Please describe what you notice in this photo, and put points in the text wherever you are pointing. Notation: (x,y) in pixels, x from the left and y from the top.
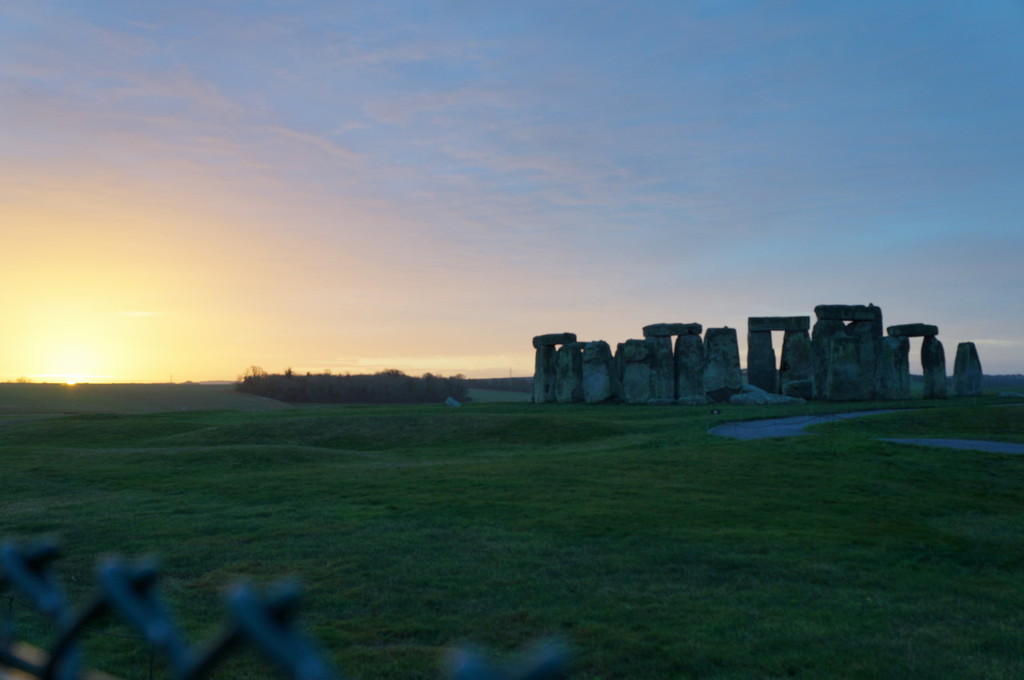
This picture is taken from outside of the city. In this image, in the left corner (123,612), we can see a metal fence (96,616). On the right side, we can see some rocks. In the background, we can see some trees (412,398), plants (268,396), sun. At the top (632,97), we can see a sky (679,104), at the bottom (572,555), we can see a grass (792,491) and a path (789,418).
